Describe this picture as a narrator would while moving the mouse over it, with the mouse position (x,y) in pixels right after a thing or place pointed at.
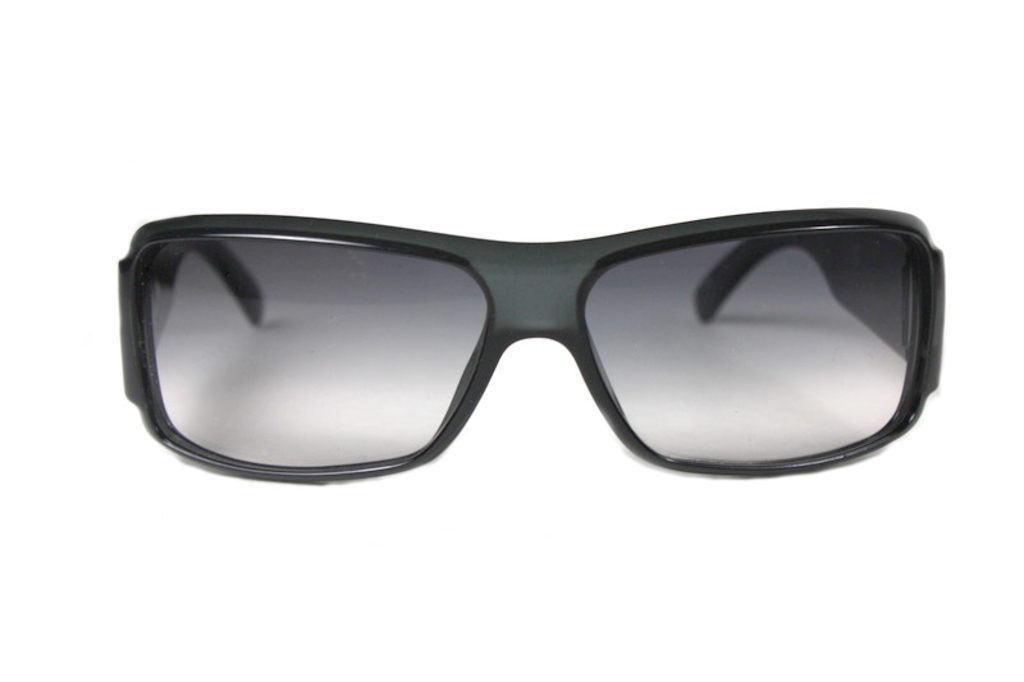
This picture contains goggles (646,273) which are black in color and in the background (719,668) it is white in color.
